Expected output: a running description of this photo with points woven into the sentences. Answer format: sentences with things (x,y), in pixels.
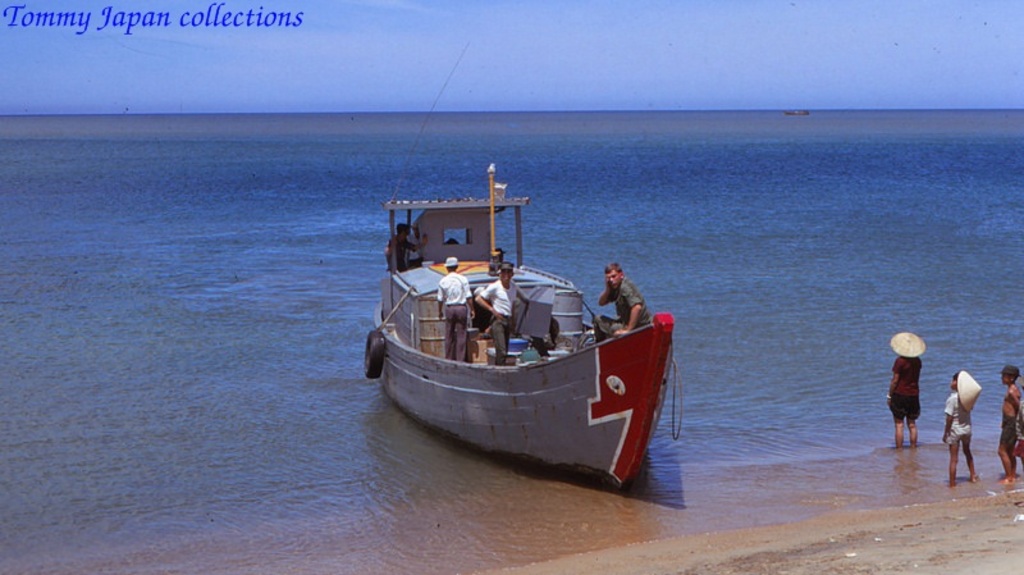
In this image there is water (295,296) and we can see a boat (384,328) on the water (299,279). There are people (446,303) in the boat (637,376). On the right (965,408) there are kids (960,423) wearing hats (916,346). At the top (262,107) there is sky (364,85).
